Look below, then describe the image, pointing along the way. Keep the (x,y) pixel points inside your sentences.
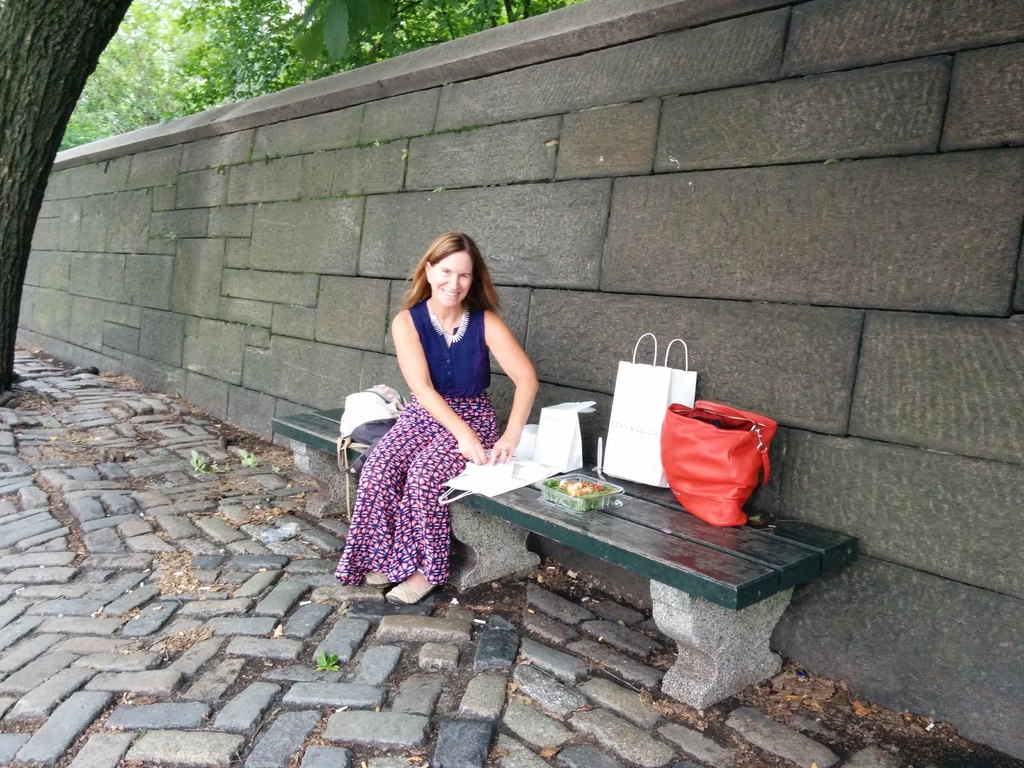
In the image we can see there is a woman (435,387) who is sitting on bench (797,571) and on the bench (607,515) there is red colour purse (719,442), white colour bag (637,424) and there is a box (569,504) of salad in it.
